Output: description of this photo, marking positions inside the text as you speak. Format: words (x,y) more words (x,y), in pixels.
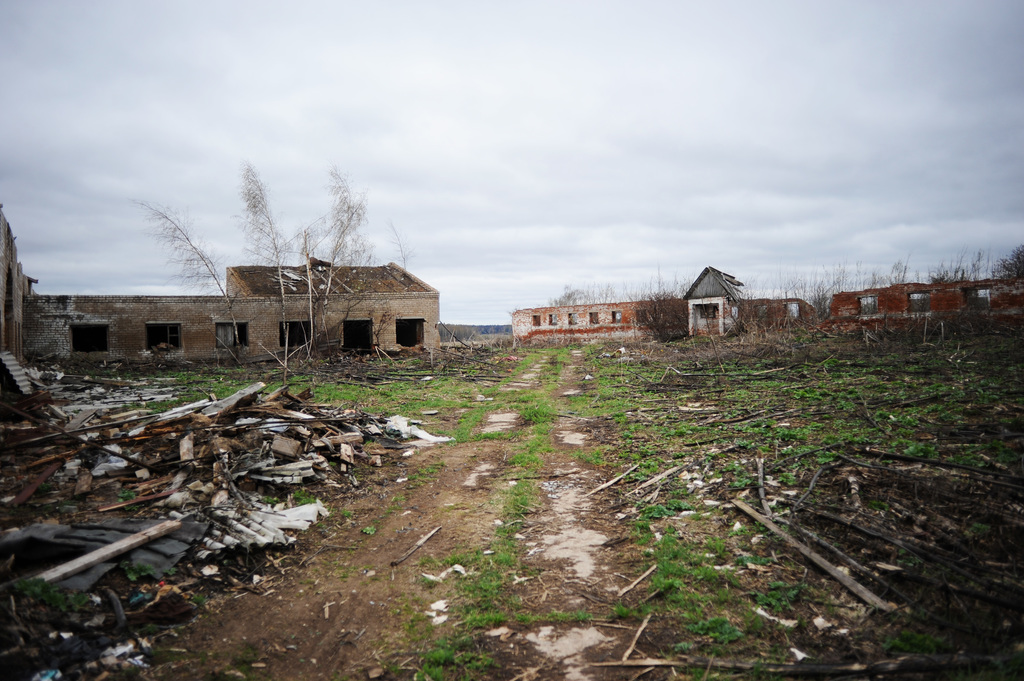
In this image, we can see houses (554,319) and trees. At the top (442,115), there is sky (560,83) and at the bottom (265,457), there are twigs (931,508) on the ground (356,505).
